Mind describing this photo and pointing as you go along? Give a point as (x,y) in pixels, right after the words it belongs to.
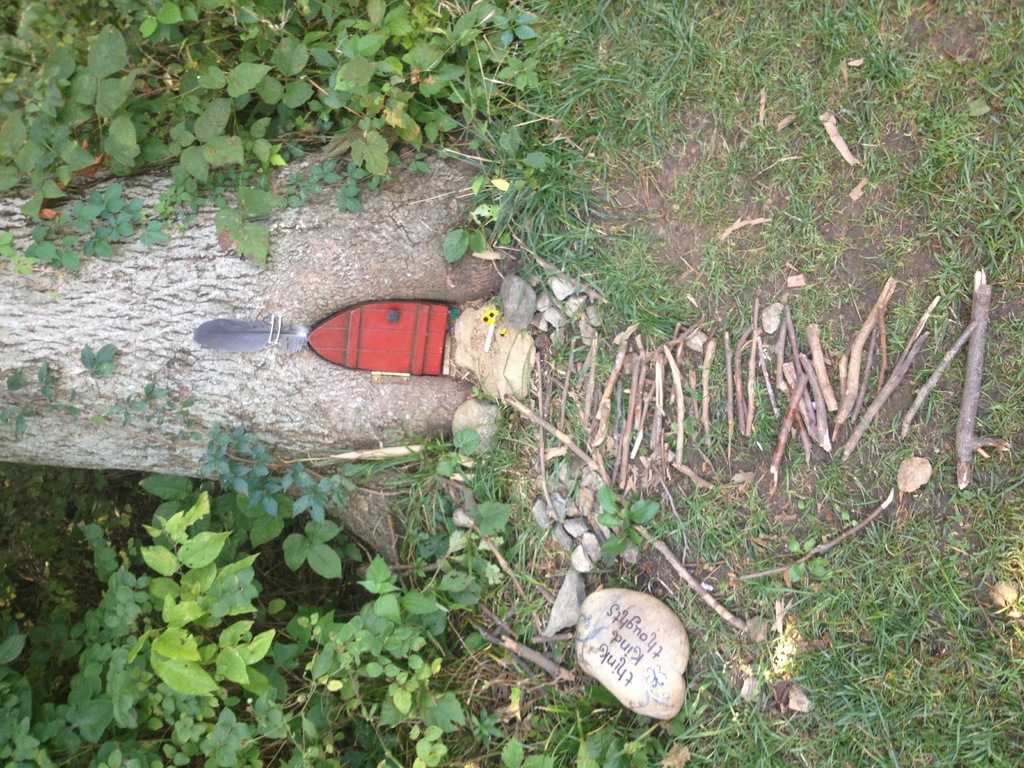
On the right (825,89) we can see grass (977,658), twigs (853,380) and stones (652,628). On the left (311,175) we can see plants (212,751), trunk (219,369) of a tree (367,386), feather (285,326) and other objects (491,322).
